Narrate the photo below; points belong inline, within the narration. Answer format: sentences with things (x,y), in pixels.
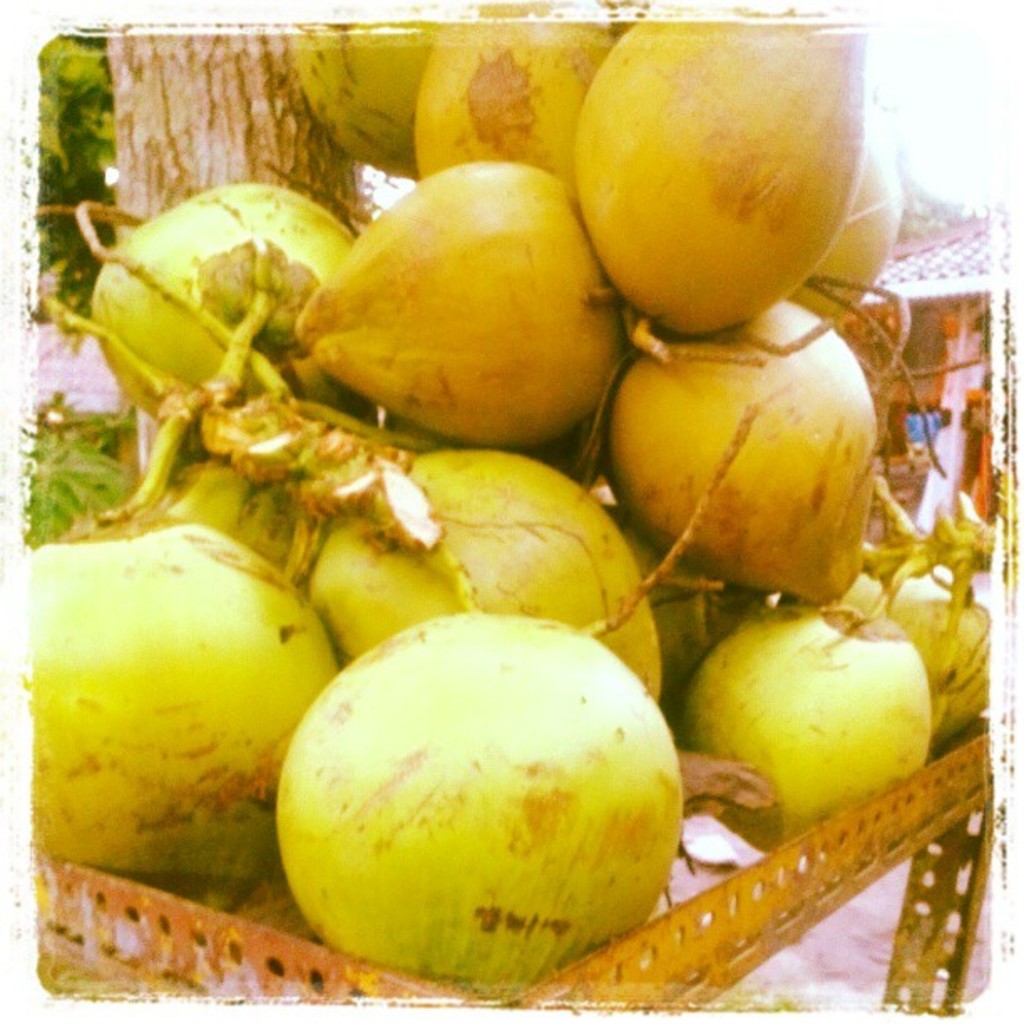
The coconut (630,140) is highlighted in this picture. There is a group of coconuts (716,193) on a table (961,782). Backside of this coconut (325,115) there is a tree (115,71) in green color. There is a store (954,334) with a rooftop (938,266).
